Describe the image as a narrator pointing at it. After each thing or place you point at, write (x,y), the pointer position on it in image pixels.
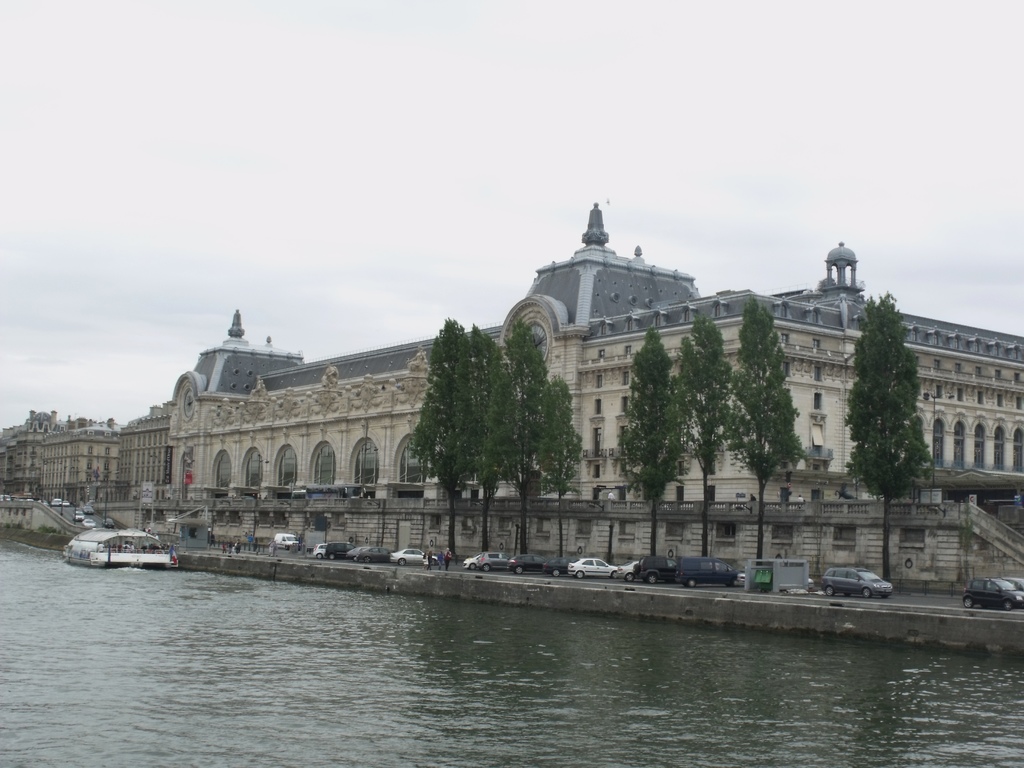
At the center of the image (572,387) there are buildings (828,445), in front of the buildings (724,471) there are trees (452,548) and few cars (328,548) are on the path (684,587) and there is a boat (119,551) on the river (411,683). In the background (468,325) there is a sky (778,131).
